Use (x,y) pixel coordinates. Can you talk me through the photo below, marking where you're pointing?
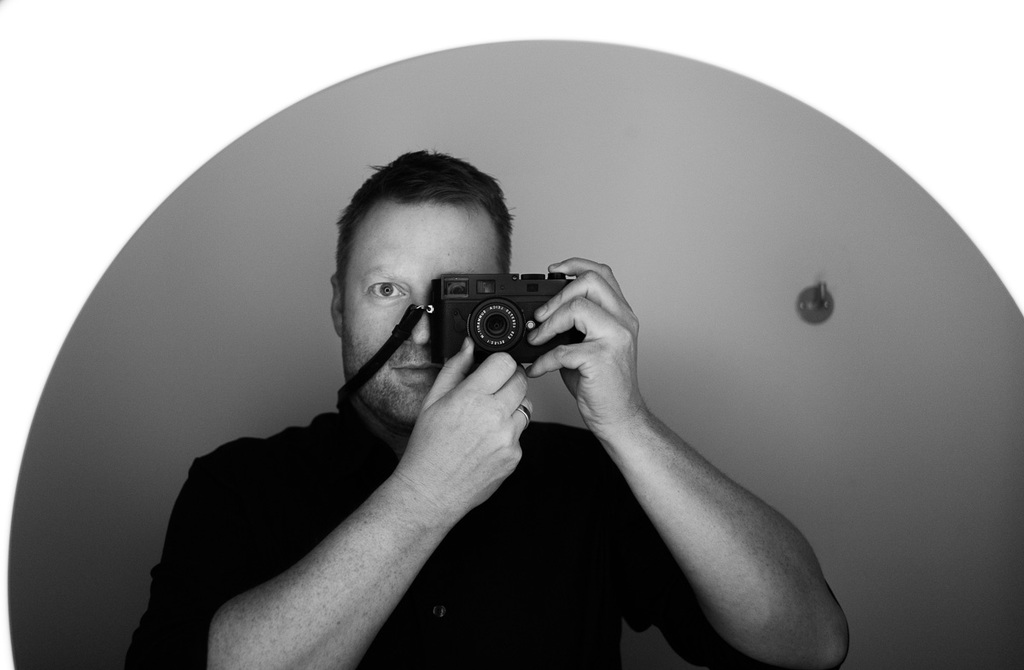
This is a black and white image where it has a person (344,454) and he is holding a camera (522,347) near his eye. There is a holder (823,302) on the right side (823,291).
